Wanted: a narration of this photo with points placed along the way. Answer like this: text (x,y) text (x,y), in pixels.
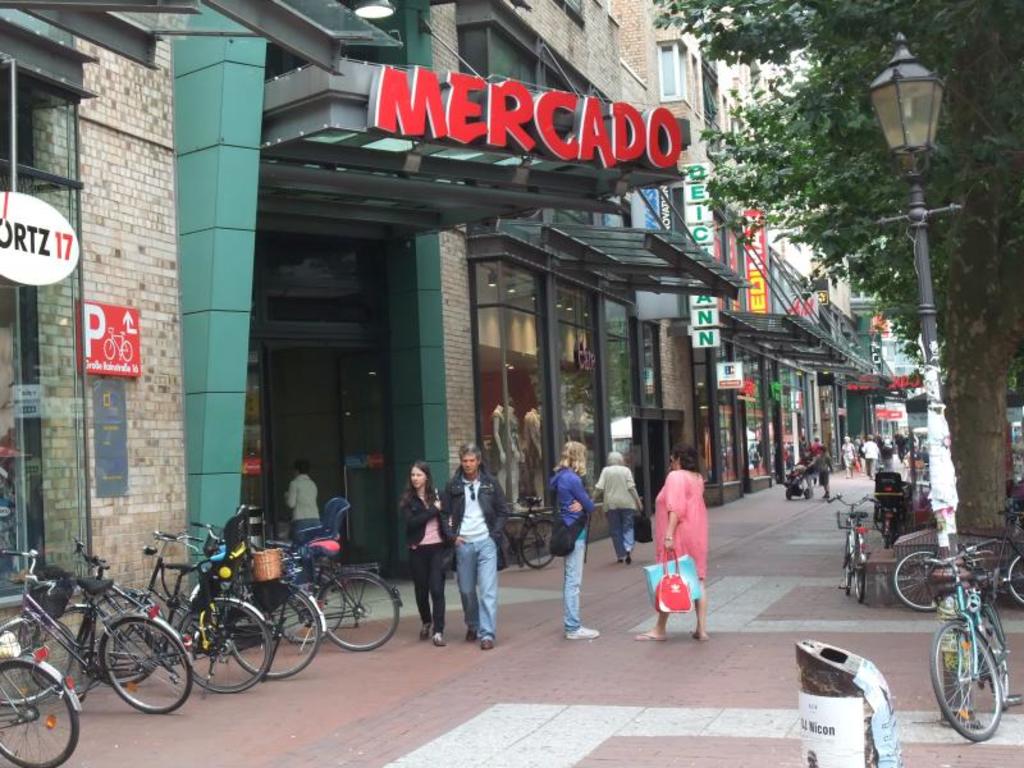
In this image there are group of people (627,522) standing, dustbins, bicycles (307,636) parked on the path (709,710), light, pole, trees (780,30), buildings (29,131), name boards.
